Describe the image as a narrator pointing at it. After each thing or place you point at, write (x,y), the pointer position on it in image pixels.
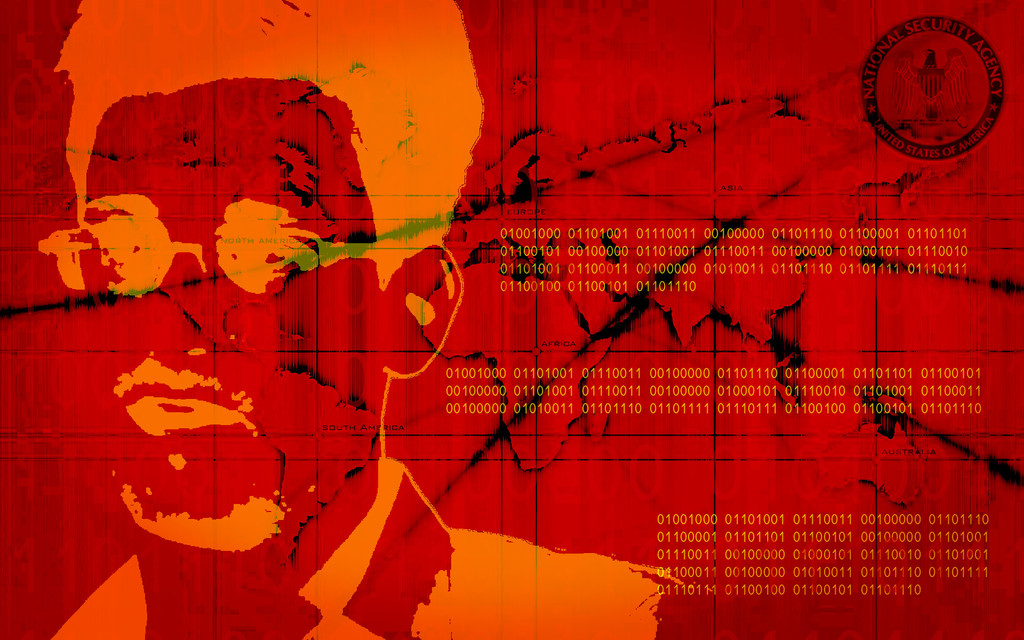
This is a edited image. In this image we can see a person's face (403,269) and text (961,261).
